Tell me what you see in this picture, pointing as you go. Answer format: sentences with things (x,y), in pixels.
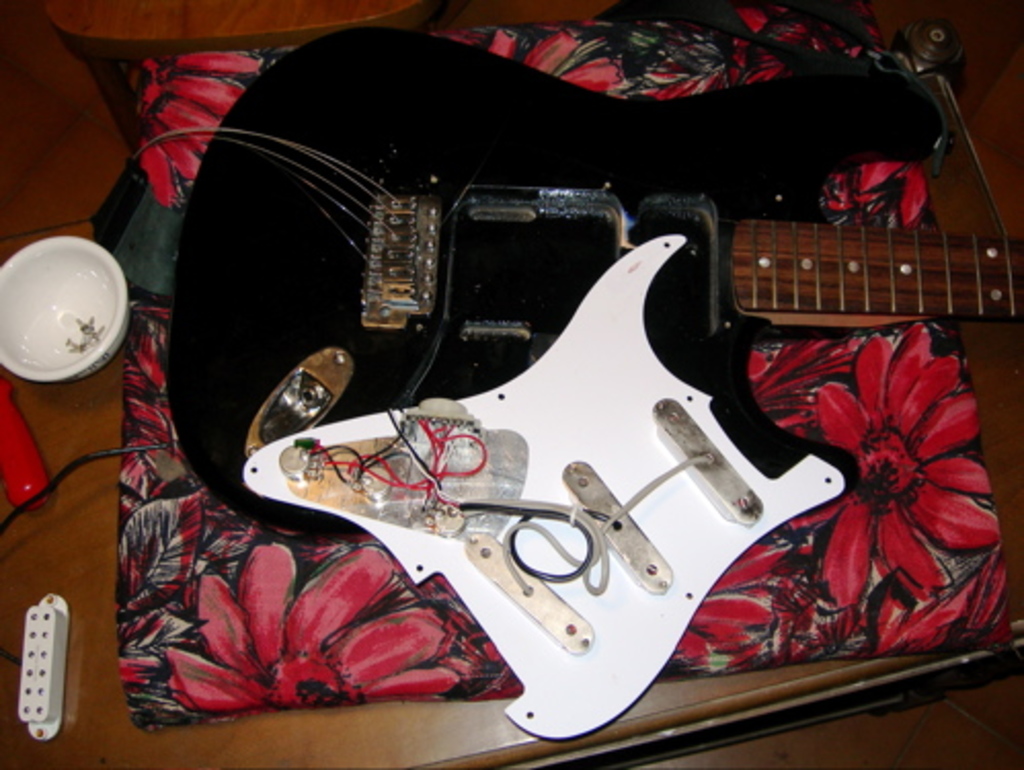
On wooden surface (99,564) there is a cushion (806,587) and guitar (513,303). We can able to see bowl (108,267) and chair (167,40).
